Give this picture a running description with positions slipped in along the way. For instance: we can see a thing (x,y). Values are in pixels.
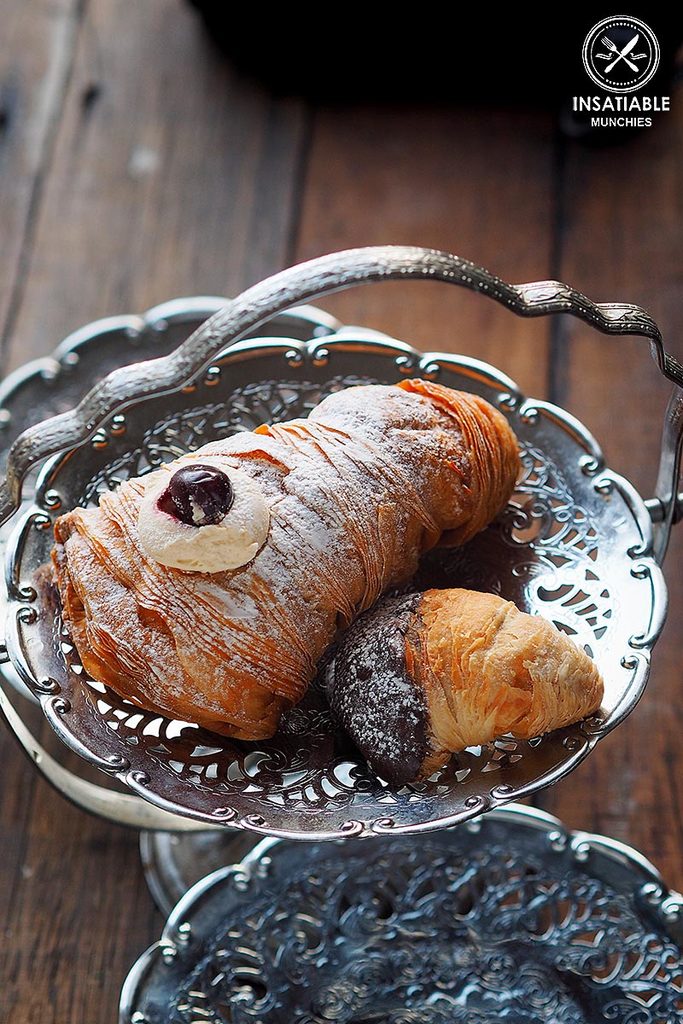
In this image we can see some food (374,534) in a container (494,758). We can also see some containers (285,1007) which are placed on the table (147,912).
